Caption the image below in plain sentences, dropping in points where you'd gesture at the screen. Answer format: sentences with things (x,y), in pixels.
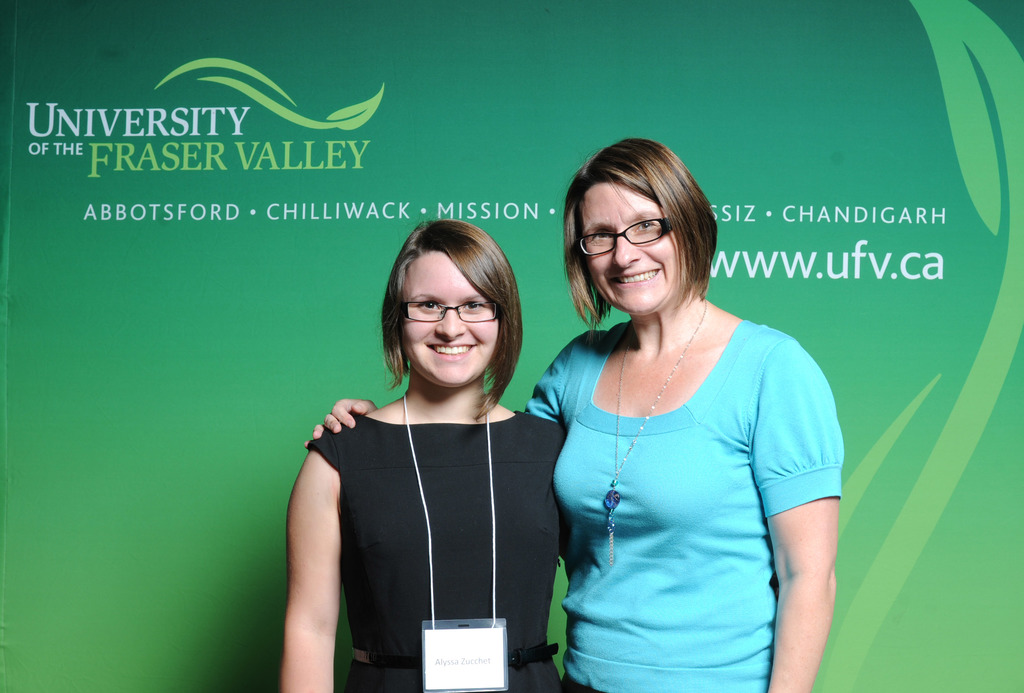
This image consists of two women (438,507). To the left (313,511), the woman (398,474) is wearing black dress (394,681). To the right (701,618), the woman (659,540) is wearing blue dress (622,491). In the background (127,462), there is a banner (839,372) in green color.
